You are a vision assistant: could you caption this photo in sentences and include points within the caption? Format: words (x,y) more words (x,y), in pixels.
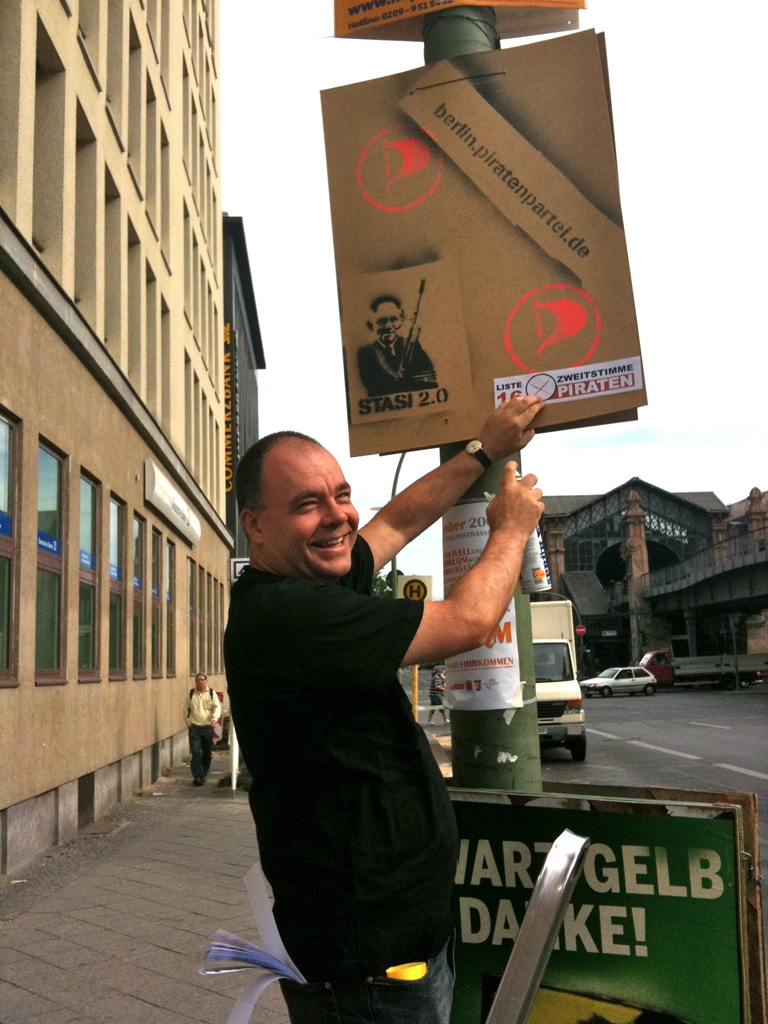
The picture is taken on the streets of a city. In the foreground of the picture (525,69) there are hoardings (481,216), pole (431,30) and a person (517,539) holding a spray (538,545). On the left (110,462) there is a building (99,608) and footpath (144,913), there are people (200,748) walking on the footpath (161,920). On the right (603,643) there are vehicles (556,702) and buildings (695,528). Sky (696,235) is cloudy.
